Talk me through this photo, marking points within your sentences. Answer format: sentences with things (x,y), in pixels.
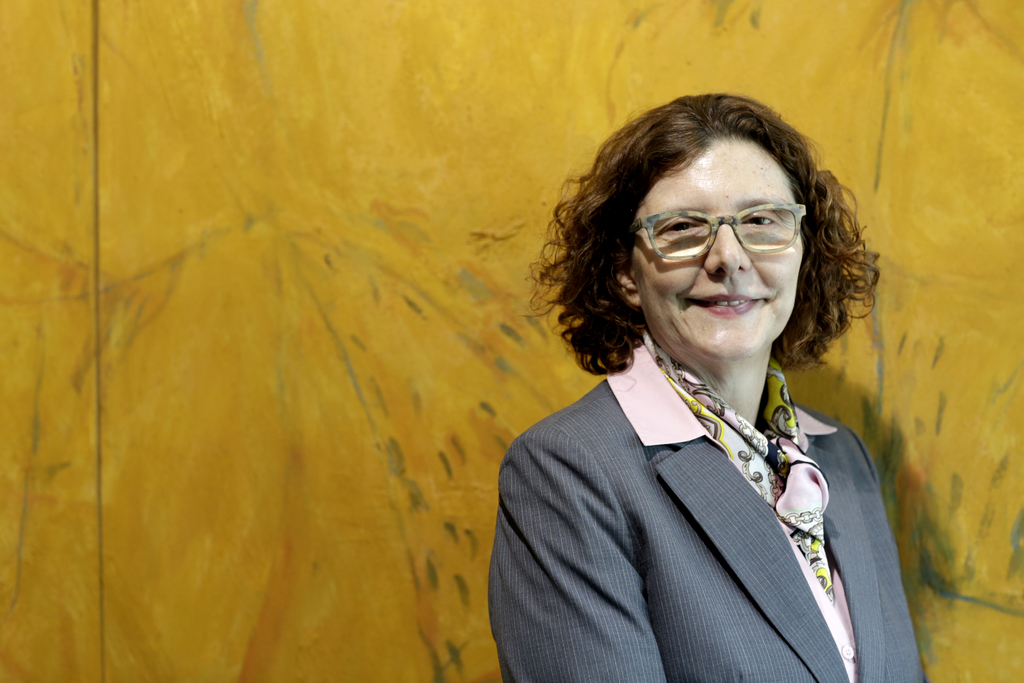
In this image we can see a woman (604,363) and she is smiling. She wore spectacles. There is a yellow color background (88,220).
